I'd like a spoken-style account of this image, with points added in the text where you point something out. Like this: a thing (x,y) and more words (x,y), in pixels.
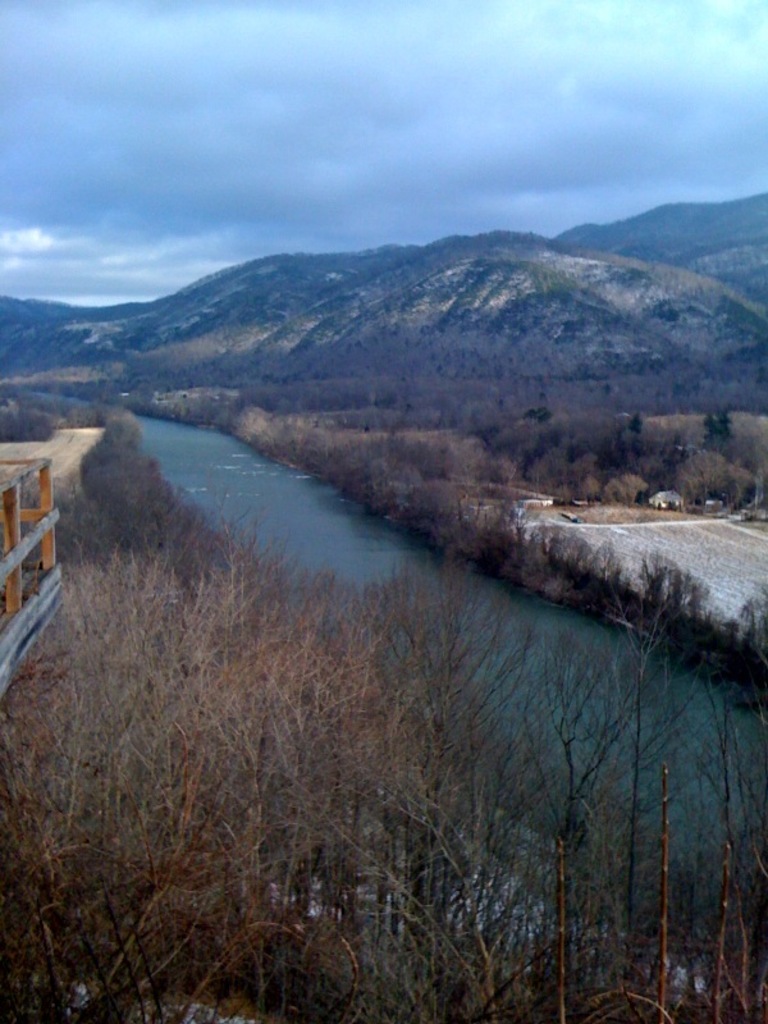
In this image we can see the hills (554,369), trees (477,435), lake (258,490), building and also the path (62,435). At the top (349,138) there is sky (402,180).
